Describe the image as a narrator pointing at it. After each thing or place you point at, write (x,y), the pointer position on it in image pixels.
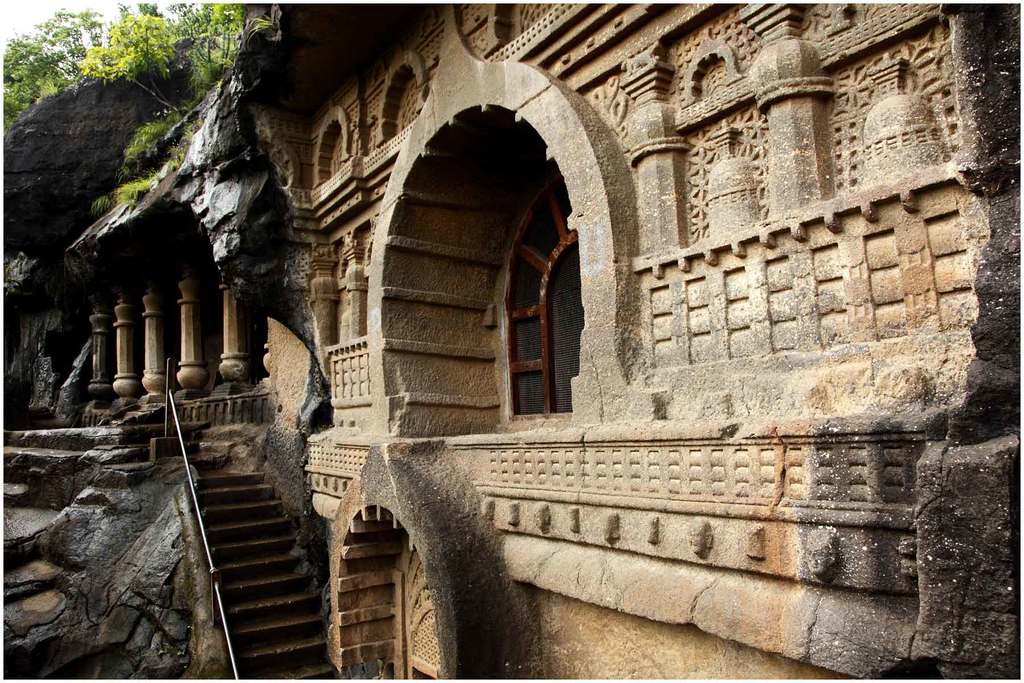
In this picture we can see the carving (334,420) on the wall (435,374) and also we can see the pillars (233,352), stairs (287,611), rods (167,364), windows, rock (250,67), trees (139,21). In the top left corner (28,26) we can see the sky (34,15).
